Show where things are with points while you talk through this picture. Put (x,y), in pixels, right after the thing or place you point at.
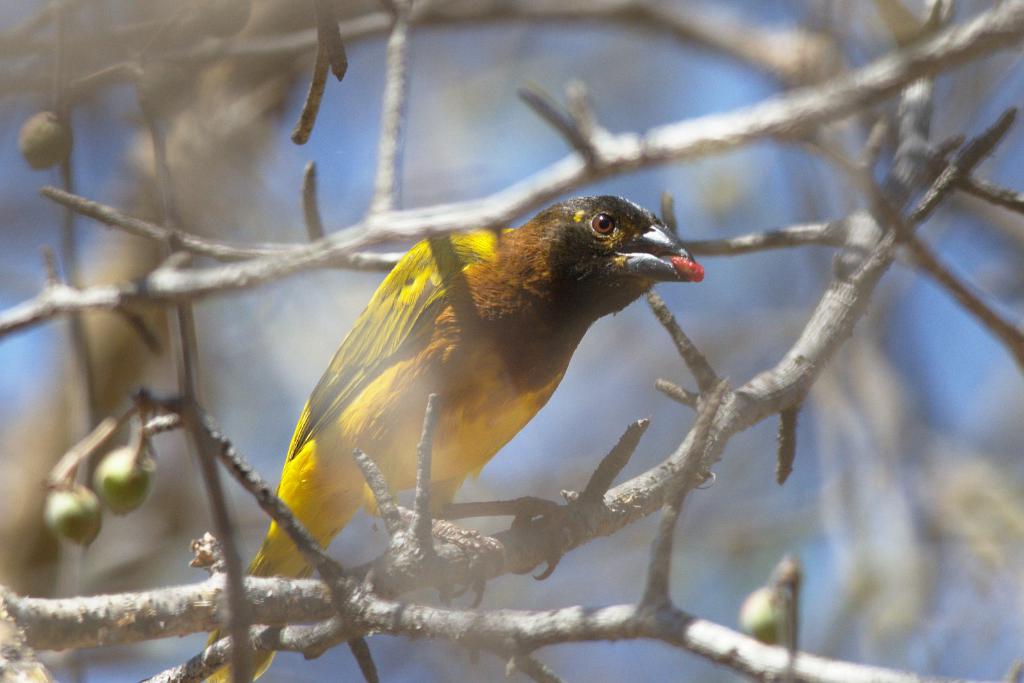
This is a bird (483,365) standing on the branch (498,534). This looks like a tree (613,510). I think these are the small fruits (99,478) hanging to the stem (134,431). The background (903,453) looks blurry.
